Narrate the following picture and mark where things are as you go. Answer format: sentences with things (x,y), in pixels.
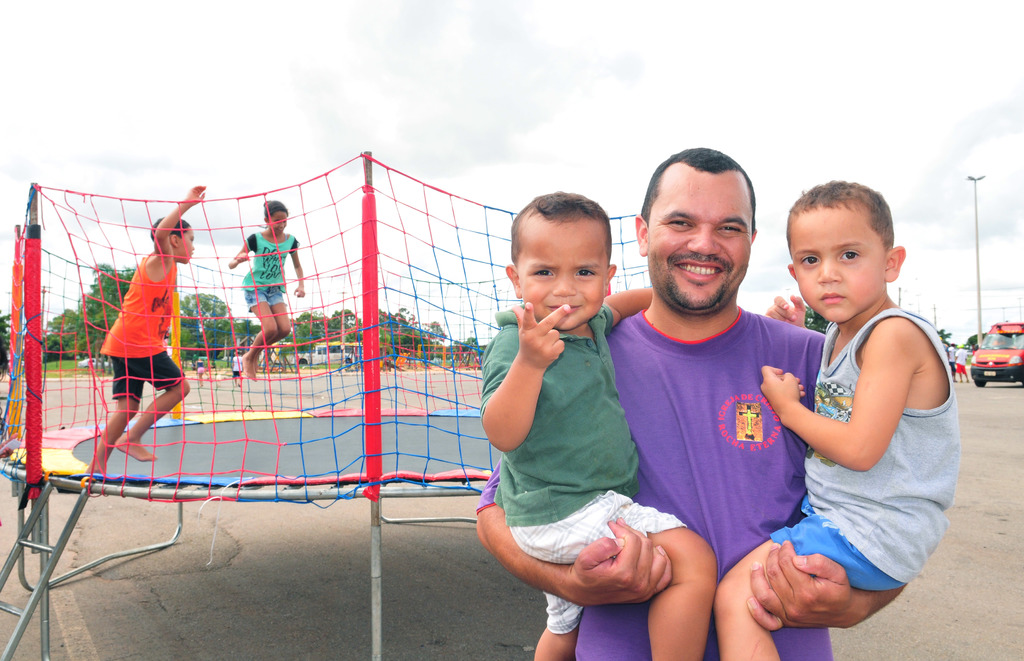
In this picture I can observe a man (697,411) wearing violet color T shirt (681,428) and holding two kids (600,433) in his hands (608,547). Man (685,382) is smiling. Behind the man (653,394) there are two children (281,273) jumping onto the trampoline (199,316) on the left side (159,300). In the background (248,320) there are trees (224,335) and sky (445,114).
